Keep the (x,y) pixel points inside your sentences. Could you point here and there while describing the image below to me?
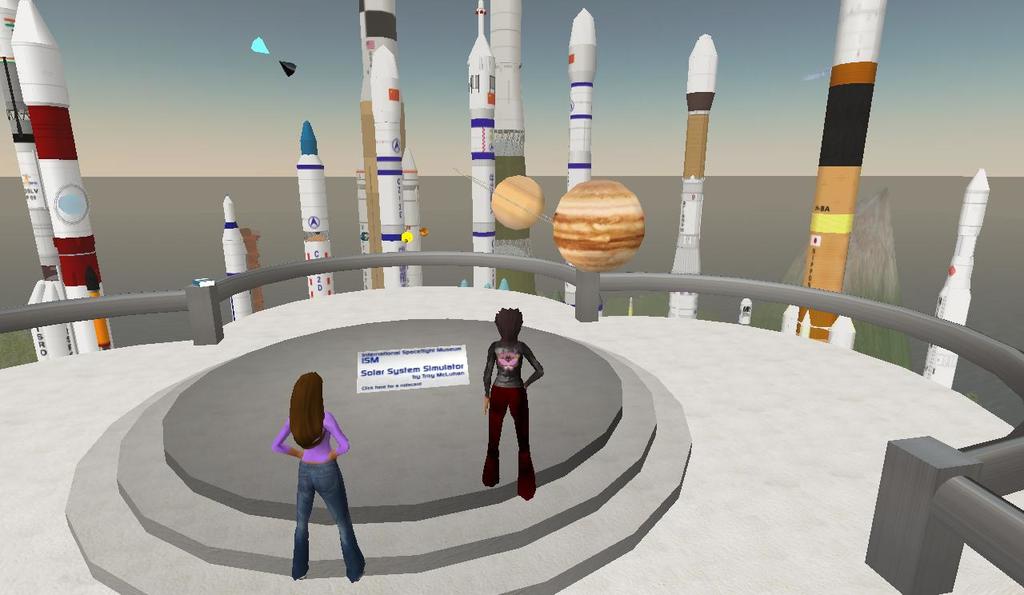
This is an animated picture, in this image we can see the person's (511,332), rockets (519,278) and some other objects (628,198), in the background (180,115), we can see the sky (199,94).
